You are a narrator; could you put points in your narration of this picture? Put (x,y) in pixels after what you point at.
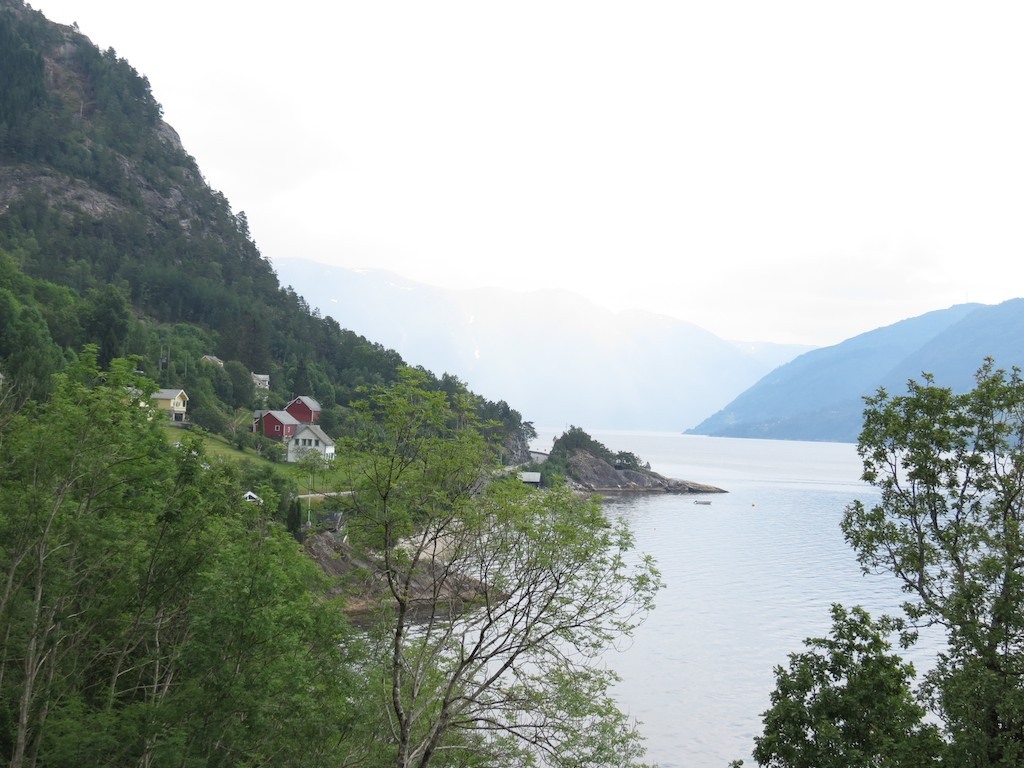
In the foreground of the picture (404,559) there are trees (217,674). On the left (260,391) there are houses (292,451), trees (129,304) and a mountain (64,211). In the center of the picture (677,505) there is a water body (767,447). On the right (913,354) and in the center of the background (469,320) there are hills (571,317). Sky (498,187) is cloudy.
